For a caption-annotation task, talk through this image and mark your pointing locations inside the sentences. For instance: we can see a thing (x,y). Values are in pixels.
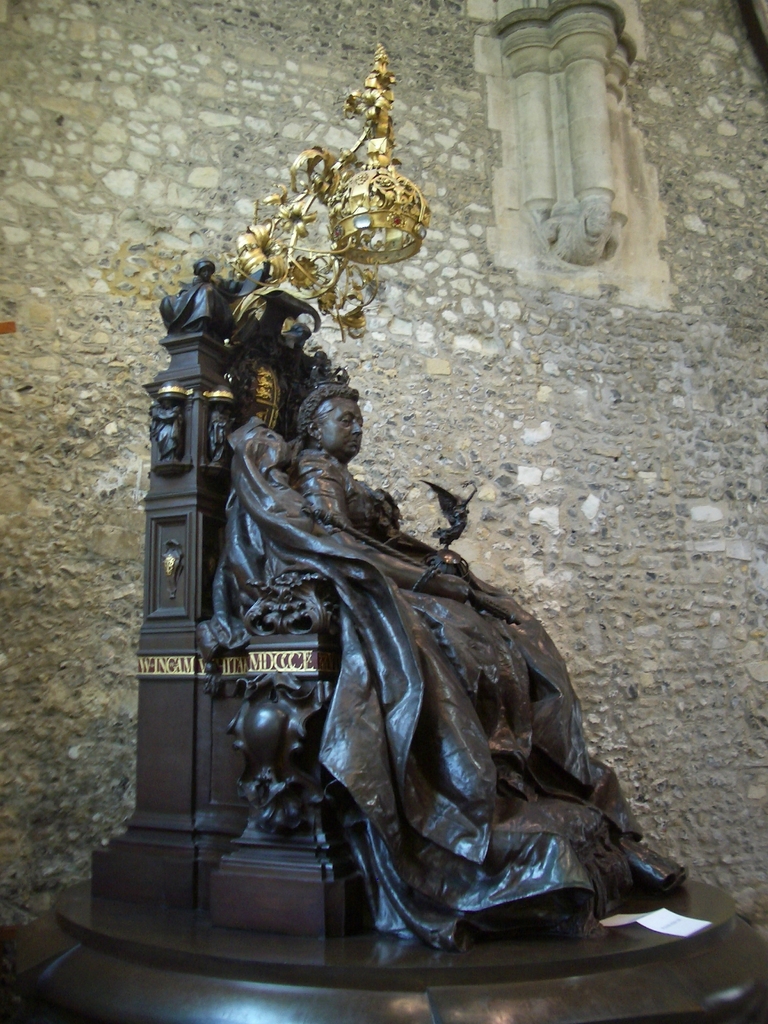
This image consists of an idol (390,806) along with a lamp (294,222). In the background (87,194), we can see a wall (28,207).
